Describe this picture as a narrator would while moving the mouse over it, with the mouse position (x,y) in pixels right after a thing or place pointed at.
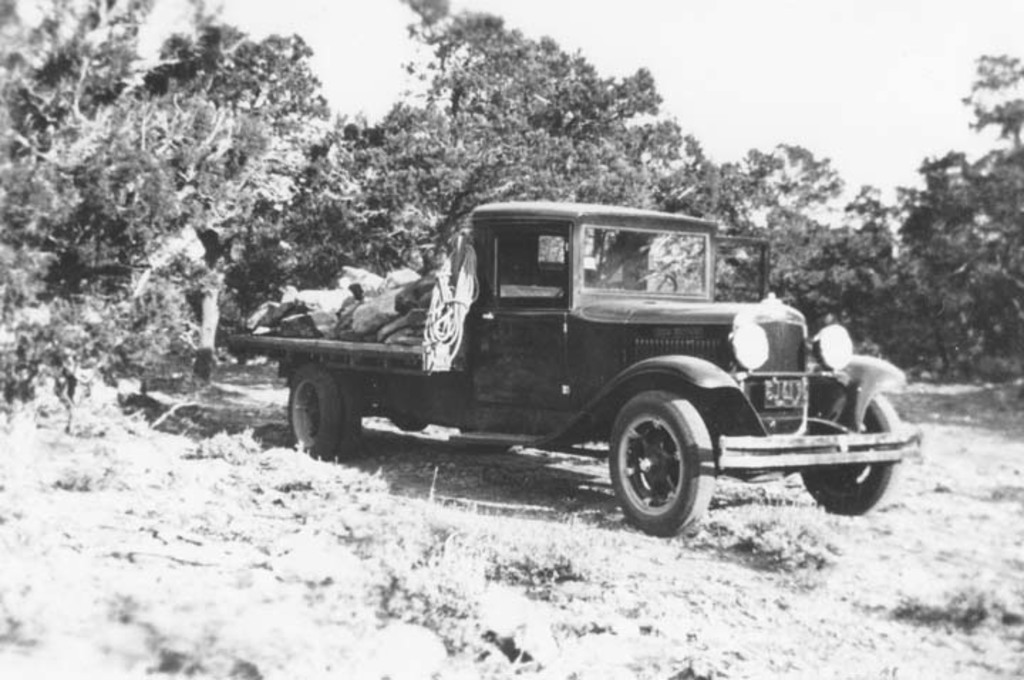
This is a black and white picture, in the image there is a truck (645,341) on the grassland (334,546) with trees (189,190) behind it all over the image and above its sky (801,60).
